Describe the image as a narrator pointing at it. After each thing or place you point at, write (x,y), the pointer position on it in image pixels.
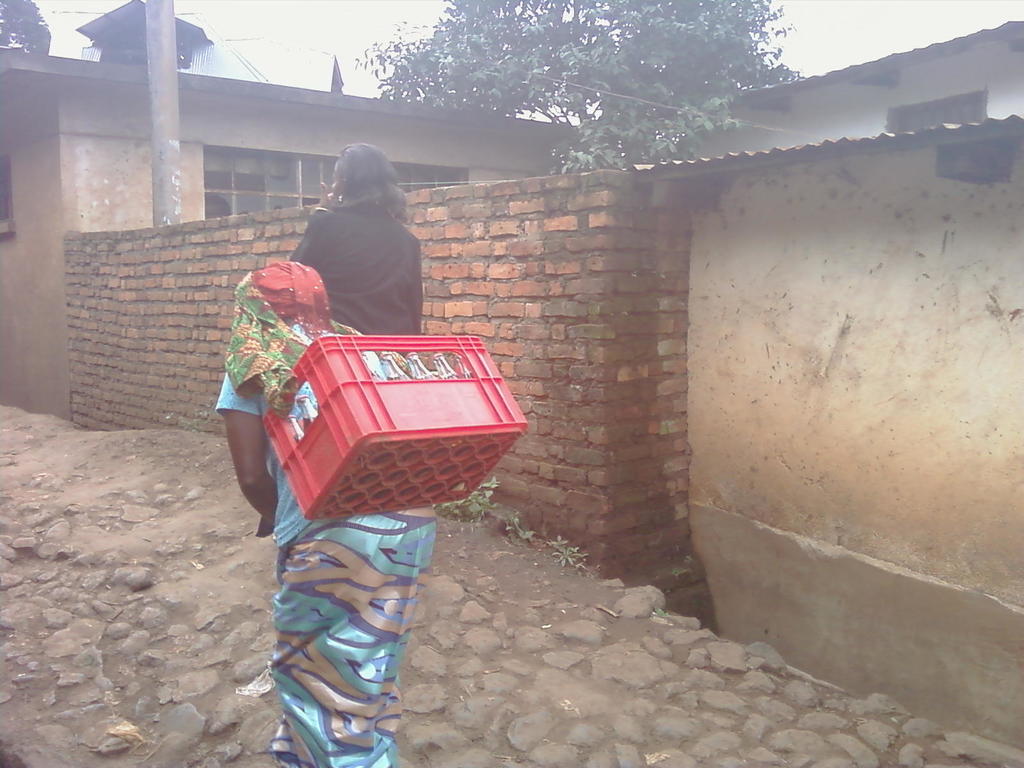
In this picture there are persons (336,321) walking in the center (349,332) on the ground (67,582). The person (260,413) in the front (350,485) is holding a crate (409,447) which is red in colour and in the background (198,158) there are buildings (538,136), there is a wall (554,257), and there is a tree (605,75) in front of the building (143,133) there is a pole (171,143).
